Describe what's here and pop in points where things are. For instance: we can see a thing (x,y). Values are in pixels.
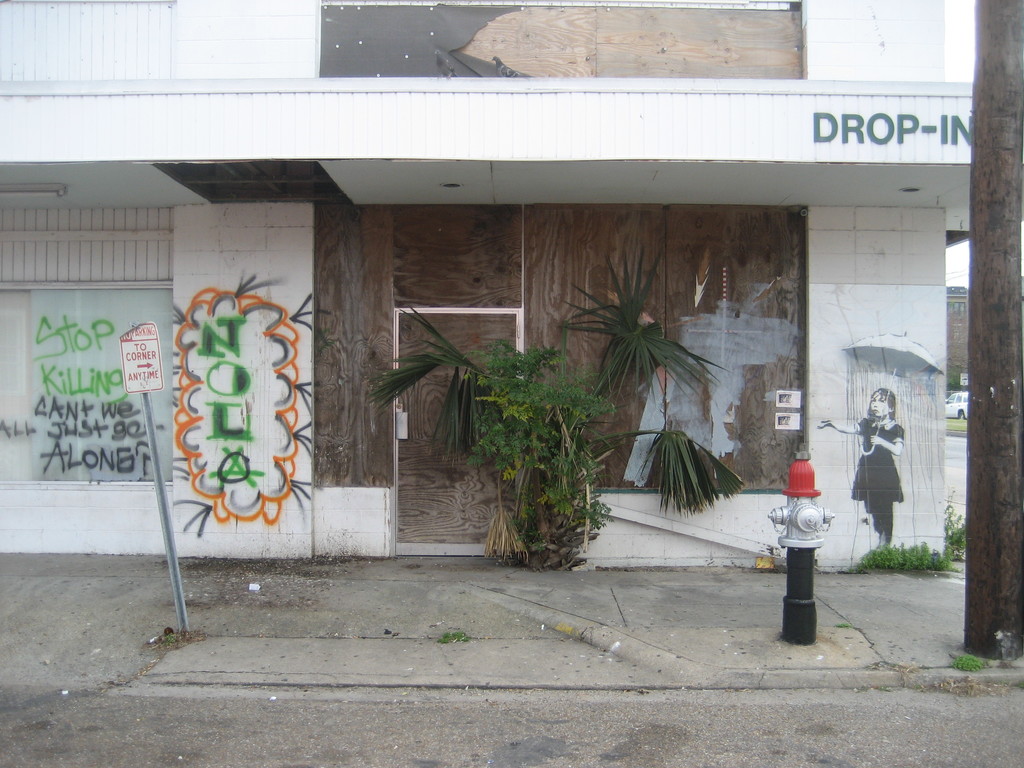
In the picture I can see the building (505,328). I can see a wooden pole (978,239) on the right side (1009,228). There is a fire hydrant (797,507) on the right side (781,510). I can see the text painting (261,418) on the wall (286,312) and there is a painting (865,364) of a girl (890,473) holding an umbrella (890,365) on the wall (838,365) on the right side (903,376). There is a caution board pole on the left side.
